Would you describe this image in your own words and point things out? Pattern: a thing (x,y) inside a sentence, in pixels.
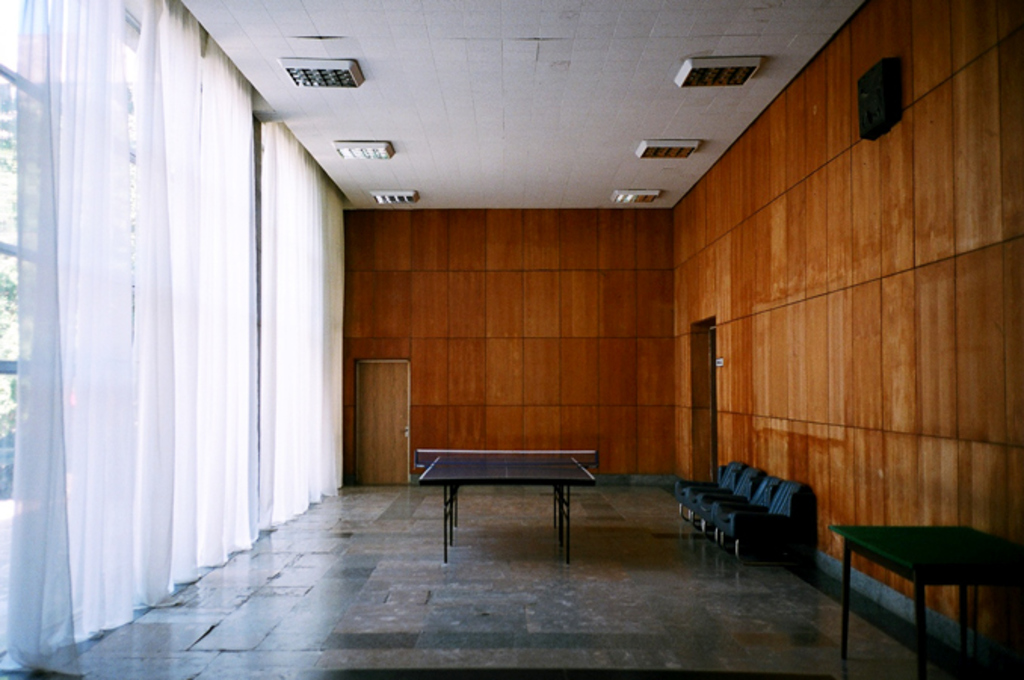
In this image there is table tennis (548,468), there are couches (712,513), there are doors (382,423), there is a wall (493,448), there is an object (889,116) on the wall (838,249), there is a table (927,578) to the right side of the image (926,551), there is a roof (521,118), there are lights (680,148) on the roof (679,101), there are curtains (196,362) towards the left of the image (162,383), there are windows (6,244), there are trees (0,316).
